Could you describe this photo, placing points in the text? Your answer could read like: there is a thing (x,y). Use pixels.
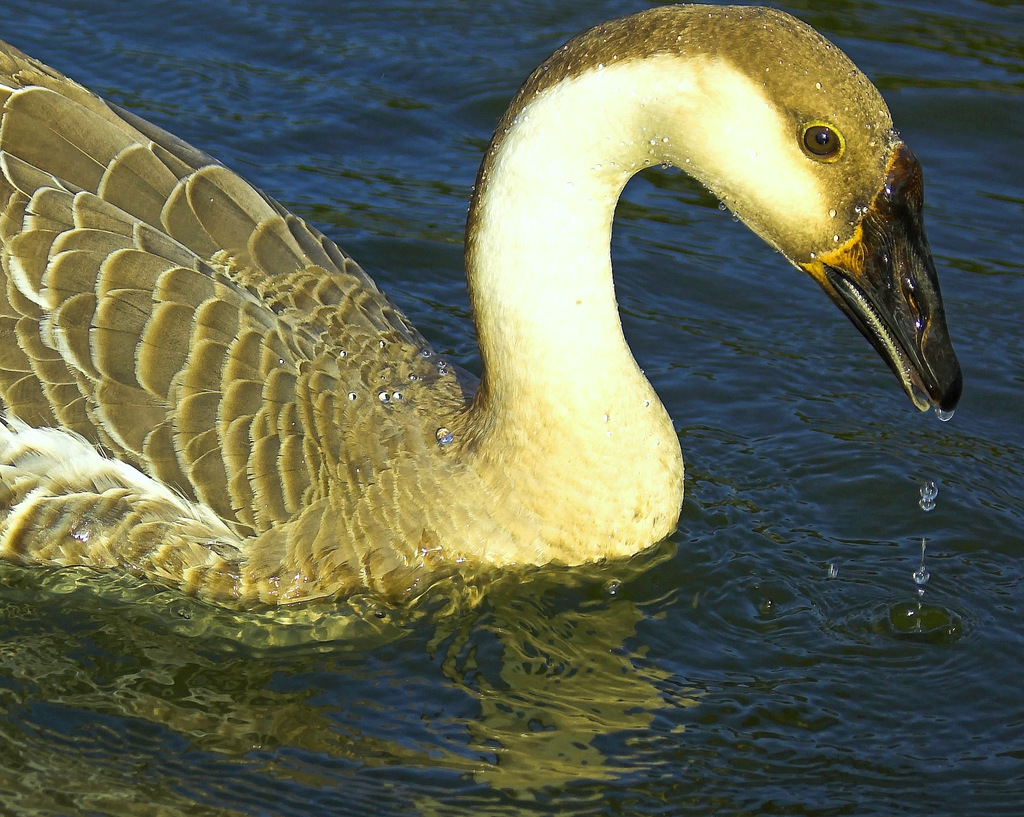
In this image we can see a bird (540,508) on the surface of the water (592,650).
